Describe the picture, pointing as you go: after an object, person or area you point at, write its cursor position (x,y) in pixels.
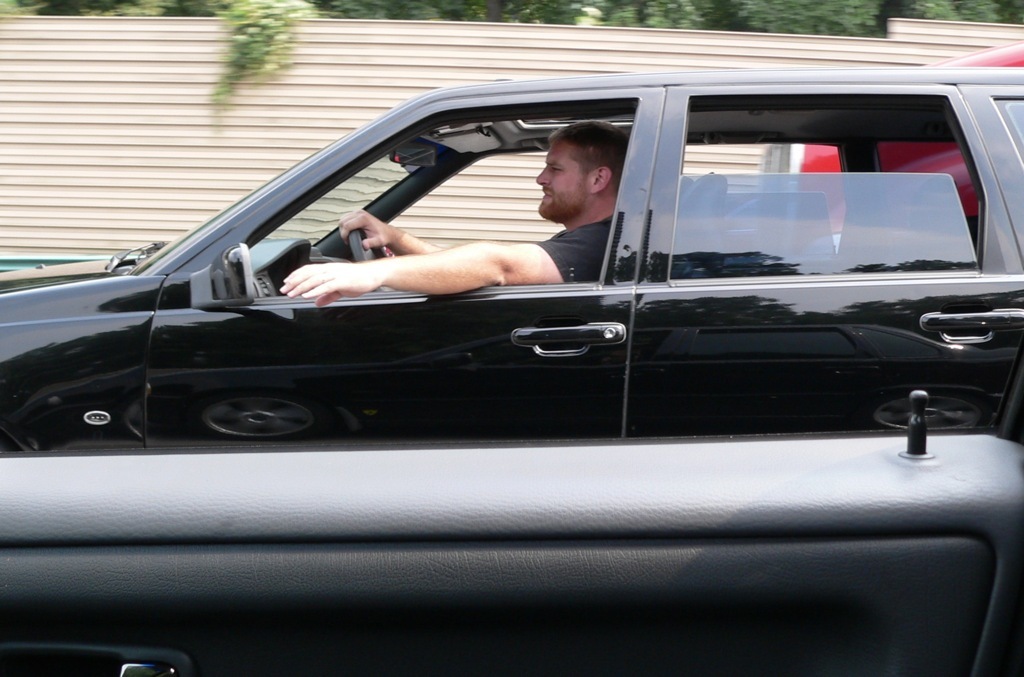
There is a man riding black color car (667,314) beside him there is a fence (396,54) and trees (971,2).
